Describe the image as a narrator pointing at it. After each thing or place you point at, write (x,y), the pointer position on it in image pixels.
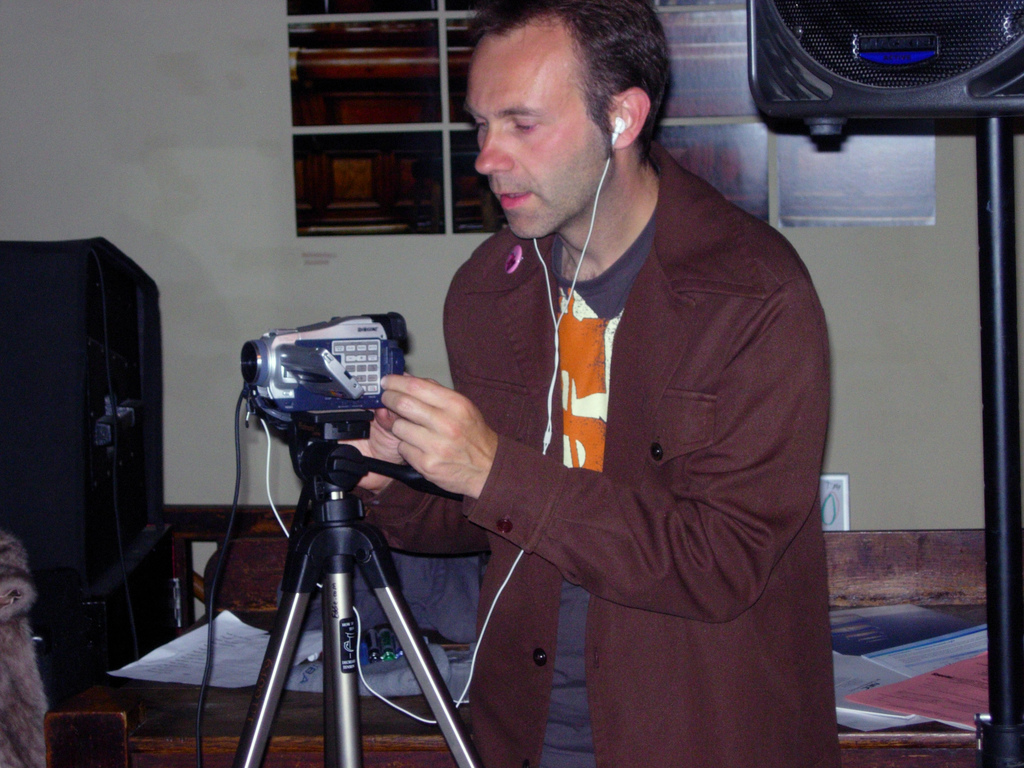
There is a person (471,431) and a camera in the foreground area of the image (657,436), there is a wooden desk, posters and other objects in the background (831,183), it seems like a speaker (966,37) in the top right side (957,35).
